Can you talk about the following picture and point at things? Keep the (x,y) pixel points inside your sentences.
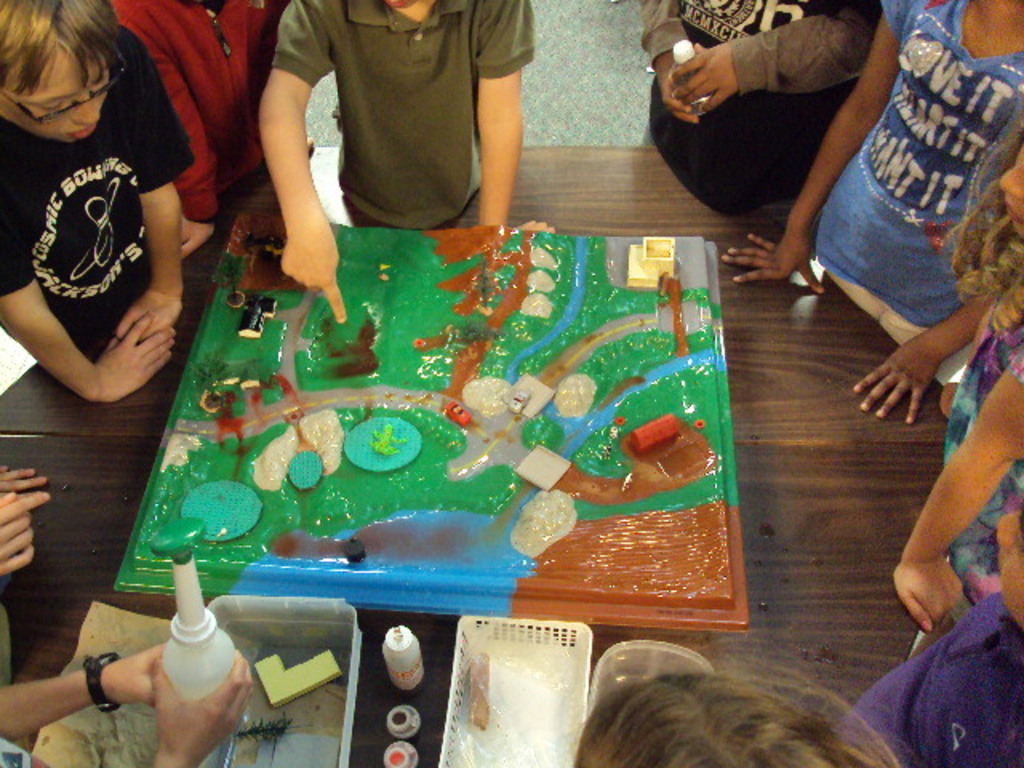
In this picture we can see group of people (888,90), in front of them we can see few baskets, bottles (397,668), a miniature (359,477) and other things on the flat surface (790,531), at the left bottom of the image (103,656) we can see a person (173,724) is holding a bottle (185,657).
